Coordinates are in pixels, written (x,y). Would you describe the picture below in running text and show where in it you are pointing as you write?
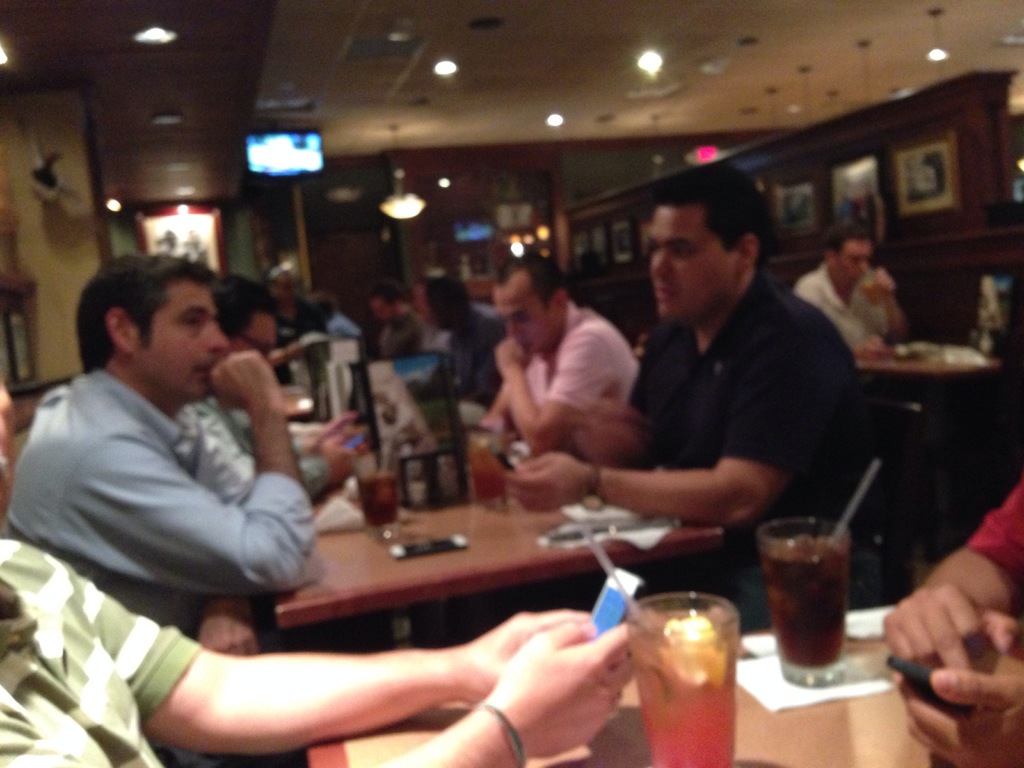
In the image we can see there are people (527,716) who are sitting on the chair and in front of them there is a table (739,714) on which there are glasses (697,634) filled with cool drinks (824,576) and on the other side the image is blur.
